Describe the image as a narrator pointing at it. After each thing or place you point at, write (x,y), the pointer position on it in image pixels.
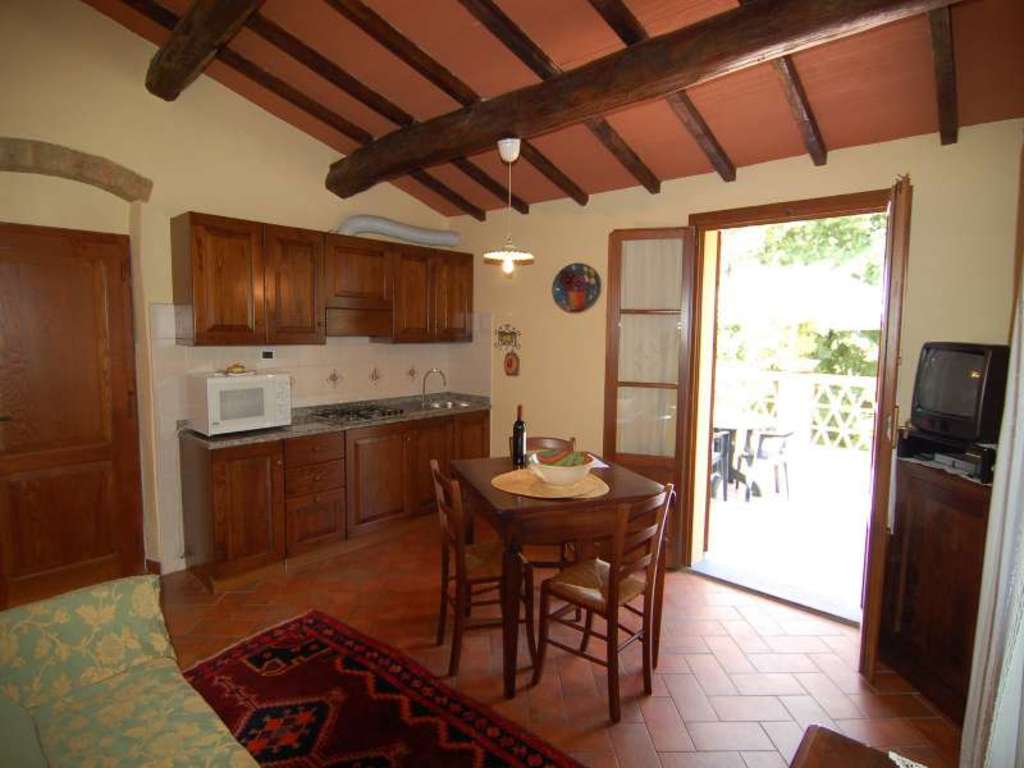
This picture shows the inner view of a room (311,119). There are two wooden doors (605,378), one pipe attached to the wall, one light (513,157) attached to the ceiling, one sofa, one pillow (29,757) on the sofa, one dining table (589,517) with chairs (654,566), some objects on the table (504,588), some cupboards (370,438), one gas stove (360,407), one micro oven (219,381), one tap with sink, some objects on the micro oven (245,381), some objects (591,302) attached to the wall (584,318), one T. V (970,431) on the table (925,652), one white curtain (1016,450), one table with chairs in the balcony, one switchboard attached to the wall (158,237), one red carpet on the floor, some objects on the floor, one fence (861,407), some trees (861,364) and one object (787,365) on the balcony pillar (797,383).
